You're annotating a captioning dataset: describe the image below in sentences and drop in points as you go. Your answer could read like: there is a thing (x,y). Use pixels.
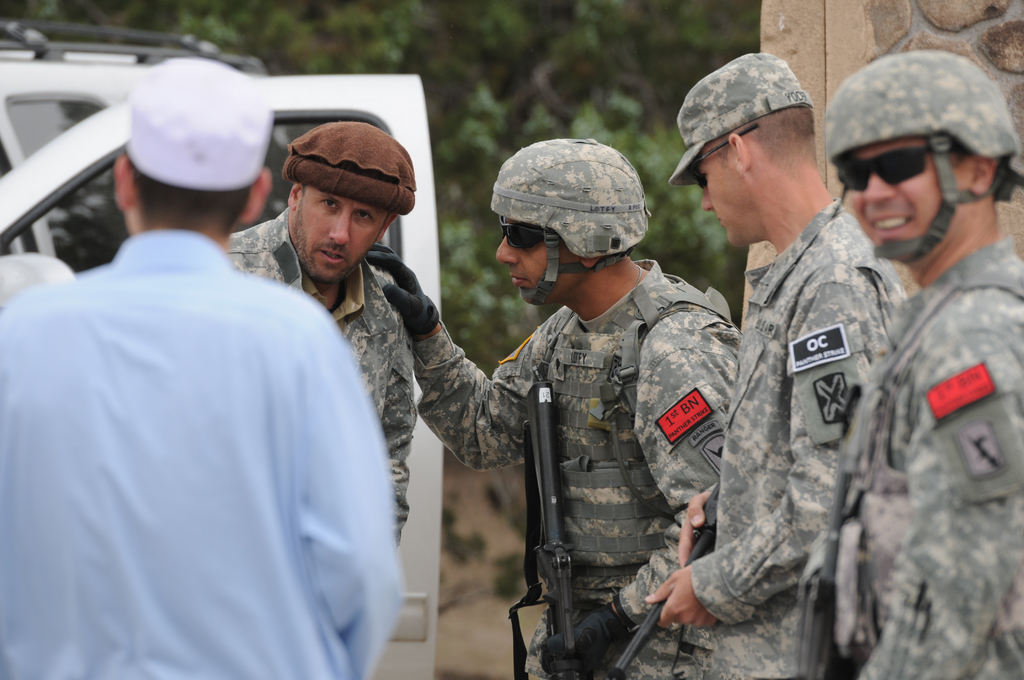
In this picture there are few soldiers (688,436) holding a gun (825,557) in their hands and there is a person (218,450) wearing blue dress (126,447) is standing in the left corner (56,553) and there is a vehicle (83,137) and trees (281,68) in the background (280,64).
